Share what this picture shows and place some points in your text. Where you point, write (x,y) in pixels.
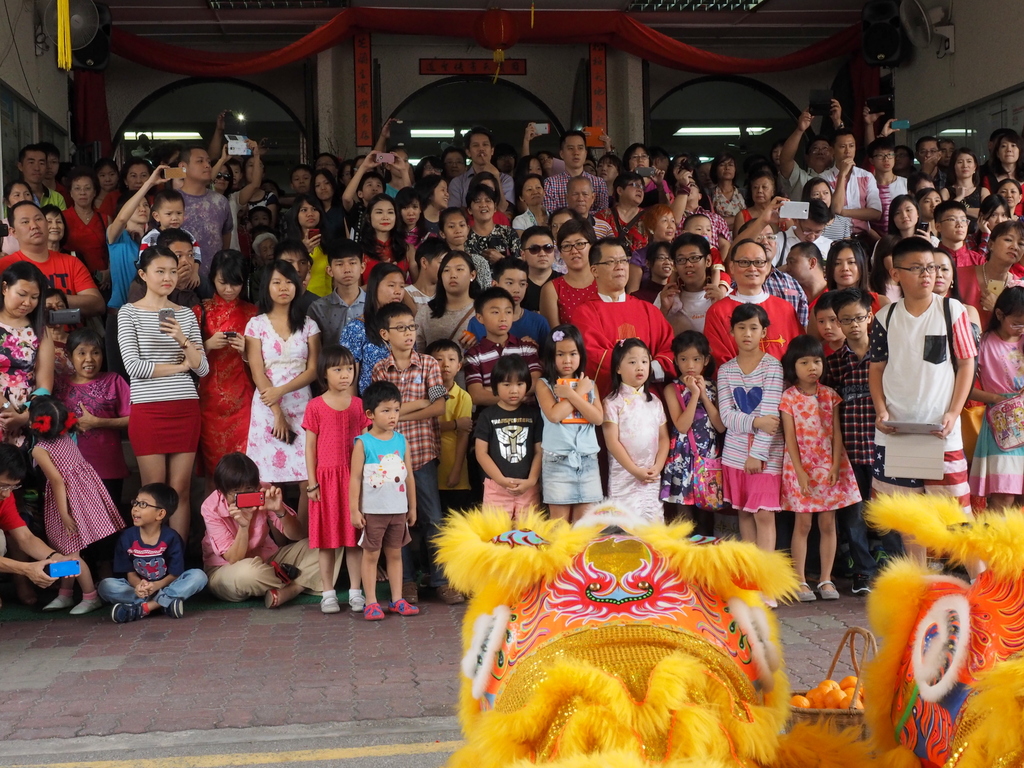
In this picture we can see a group of people (626,314) standing and two people (142,561) sitting. Some people (159,300) holding the objects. In front of the people (680,413) there are fruits (823,690) in the basket (818,716) and some yellow objects (660,673). Behind the people (435,369) there are some decorative items (644,49) and it looks like a building (732,79).
